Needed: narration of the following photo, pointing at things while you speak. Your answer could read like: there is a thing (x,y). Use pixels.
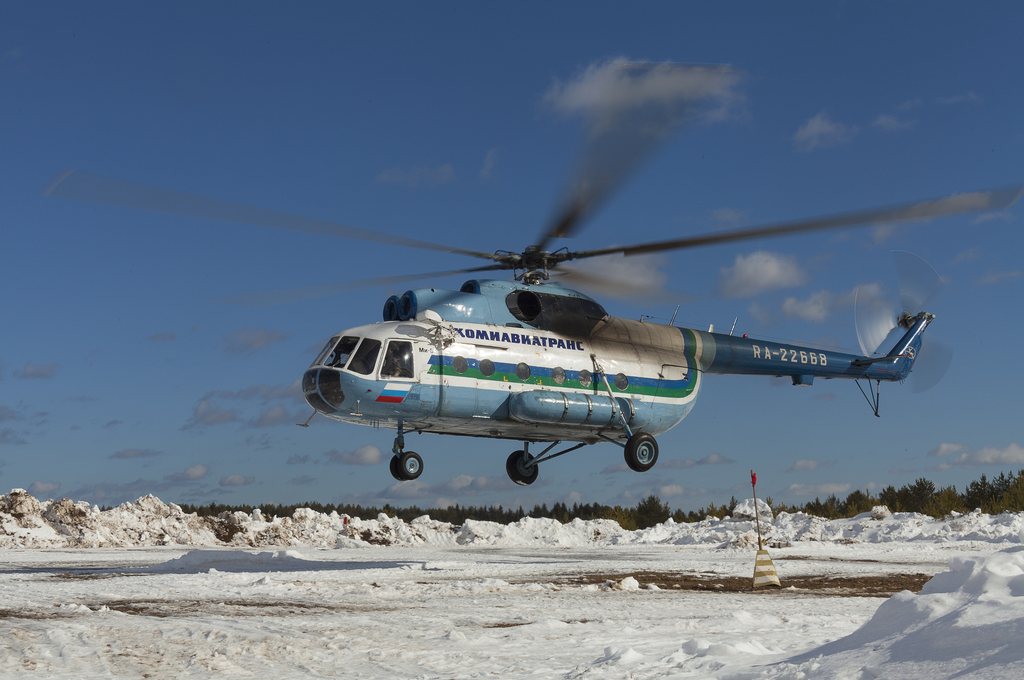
In this image I can see an aircraft (199,208) and the aircraft (560,352) is in white and blue color and I can see the snow (498,563) in white color, background (466,493) I can see trees (545,516) in green color and the sky (681,145) is in blue and white color.
